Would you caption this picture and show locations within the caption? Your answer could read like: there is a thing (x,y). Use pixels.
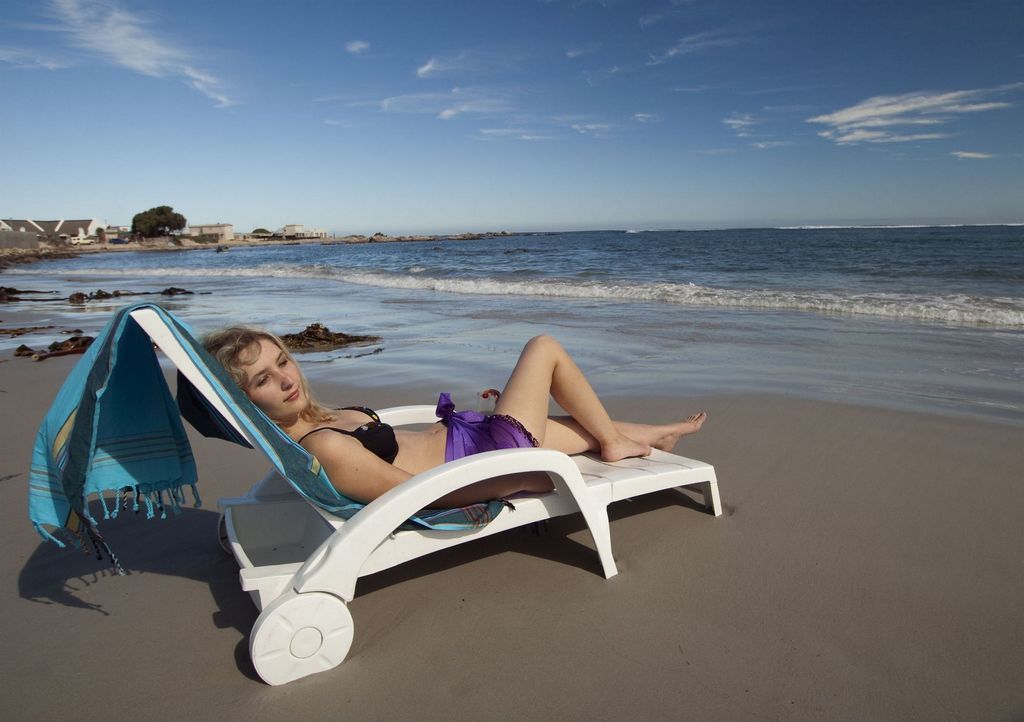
In this image I can see the sand (718,627) and the bench (590,525) which is white in color. On the bench (310,589) I can see a blue colored cloth (118,418) and a woman (320,425) wearing black and violet color dress (390,446) is lying. In the background (437,329) I can see the water (542,276), few buildings (72,234), a tree (167,225) and the sky (374,142).
